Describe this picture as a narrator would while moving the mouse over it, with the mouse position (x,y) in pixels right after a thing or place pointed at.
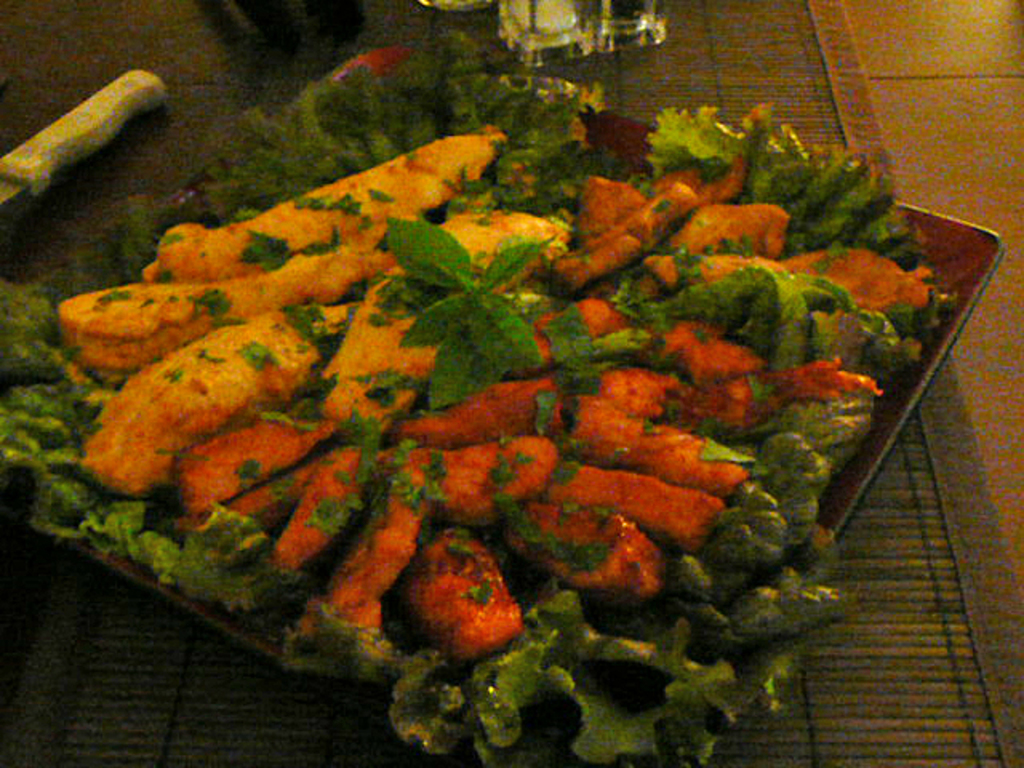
Here in this picture we can see some food item (396,326) present on a plate (438,357) and we can see mint leaves (548,687) decorated around it and we can also see a knife (92,127) present beside it and we can see spices bottles (528,20) present.
